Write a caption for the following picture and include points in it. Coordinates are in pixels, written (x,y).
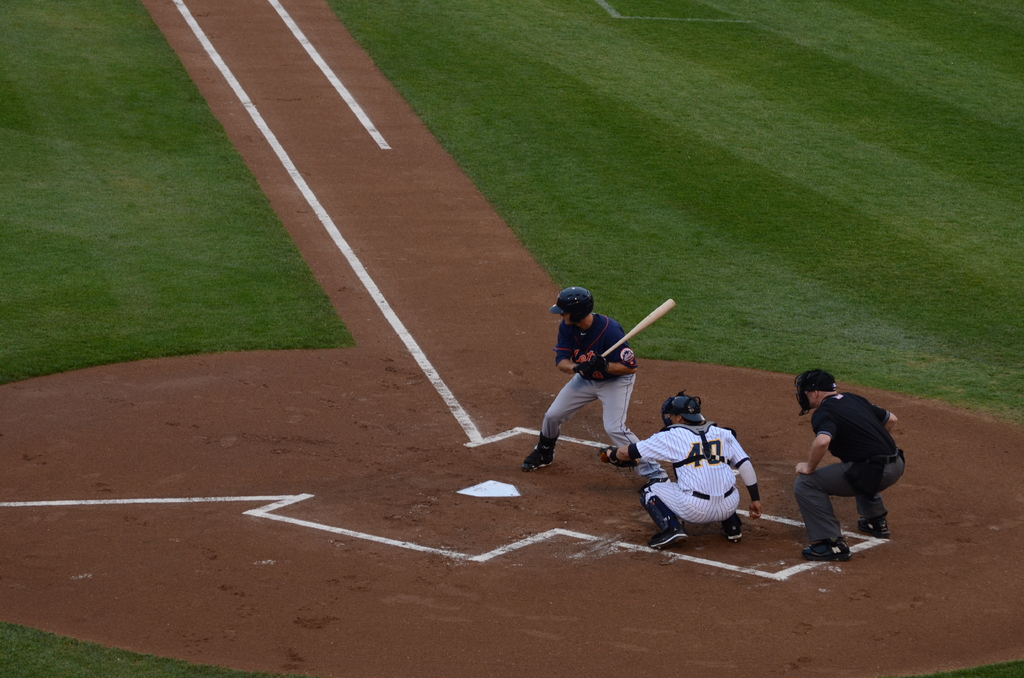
There is a person (592,318) who is holding a bat (620,340) and is standing on the ground (596,464) near two persons (822,405) who are squatting on the ground (754,544) on which, there are white color marks (257,508). In the background (125,308), there is grass (679,105) on the ground (709,194).
